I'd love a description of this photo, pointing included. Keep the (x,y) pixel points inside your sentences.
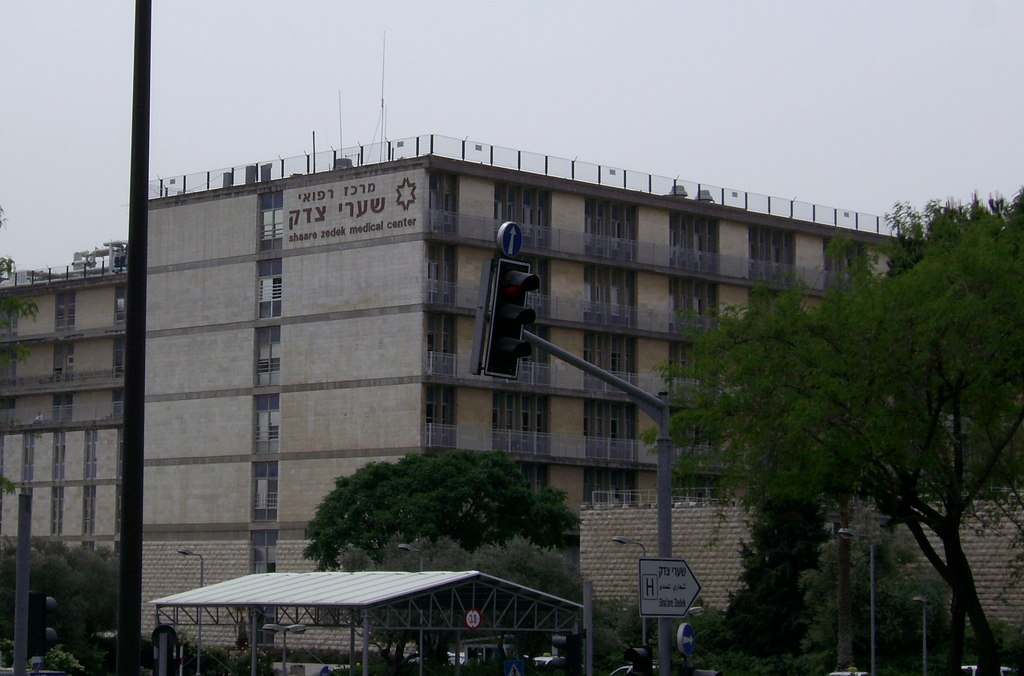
In this picture we can see traffic signals (497,357), poles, sign boards (651,602), trees (471,555), shelter buildings (443,580) with windows (274,489), streetlights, fences (539,371), walls (306,638) and some objects (480,645) and in the background (410,68) we can see the sky (458,121).
